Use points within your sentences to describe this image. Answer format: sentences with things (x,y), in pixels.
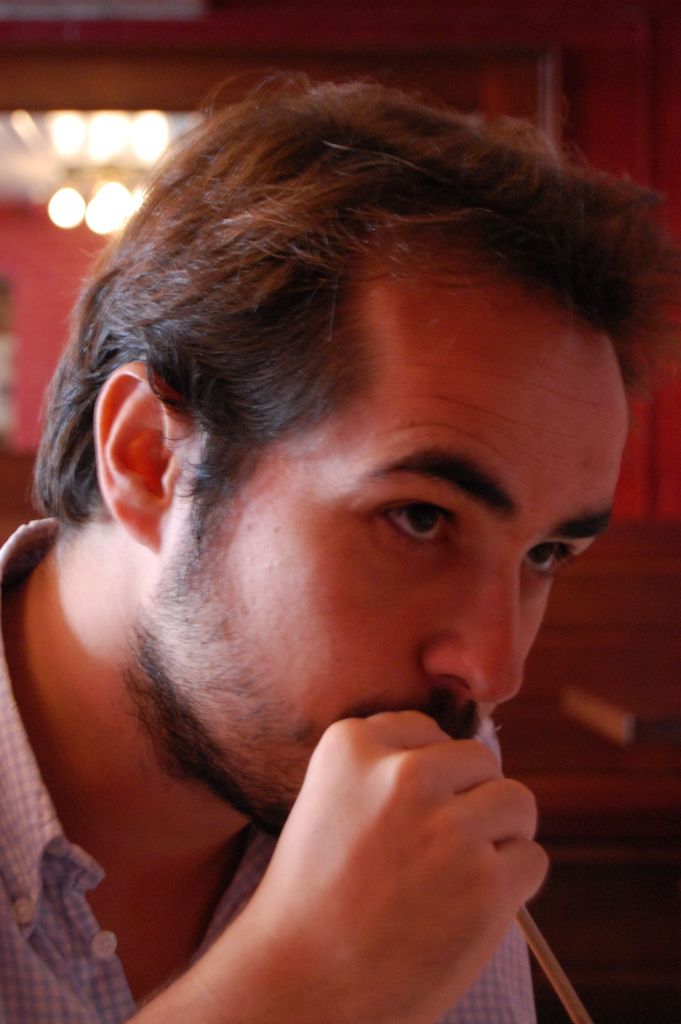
In this image we can see a person (505,818) holding a straw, there are lights (100,222), also we can see the wall (630,638), and the background (90,170) is blurred.
